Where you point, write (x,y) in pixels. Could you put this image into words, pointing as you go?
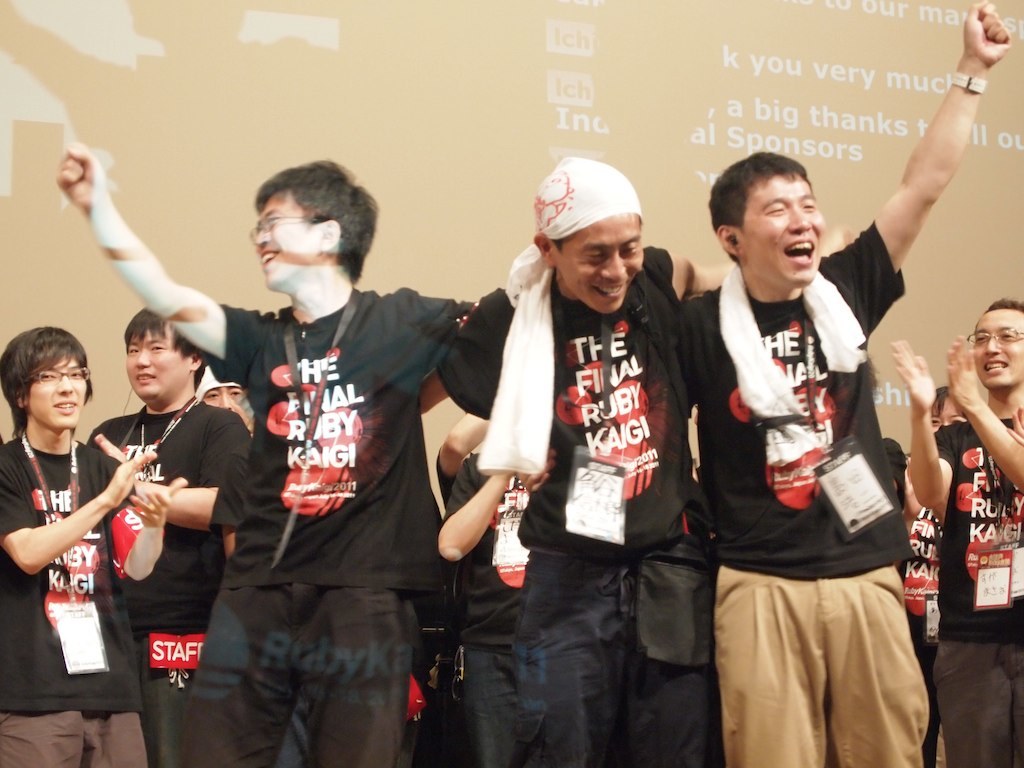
In the center of the image (375,451) we can see three persons (543,507) are standing and they are smiling, which we can see on their faces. In the background (132,45) there is a screen (657,130) and few people (73,338) are standing and they are smiling. On the screen (902,428), we can see some text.
